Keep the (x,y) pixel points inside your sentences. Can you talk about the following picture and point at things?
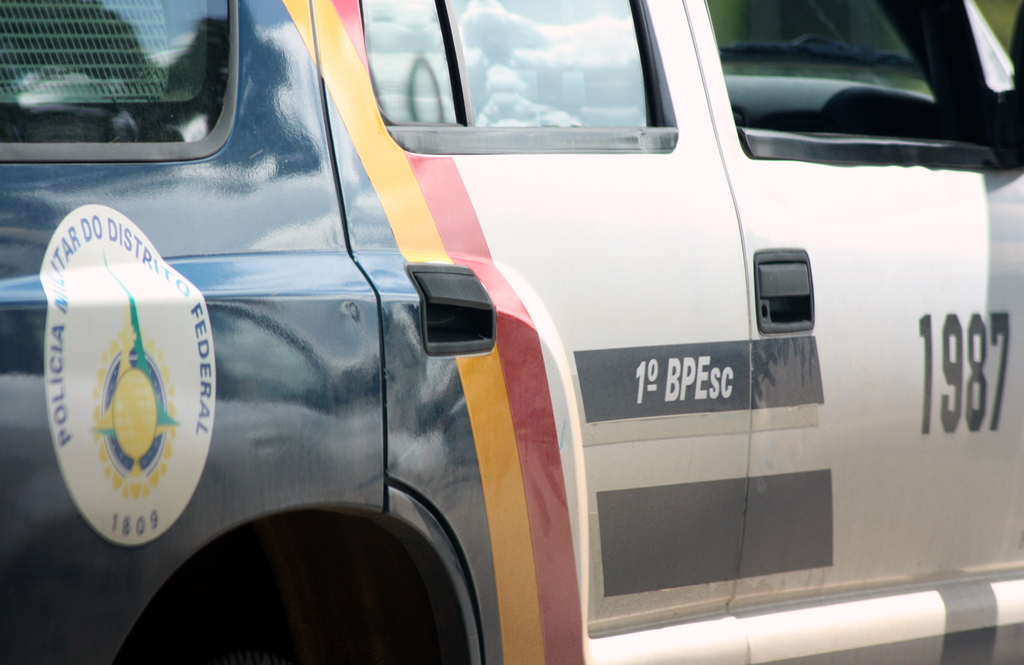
This looks like a car (321,314) with a logo (132,387) and letters (955,391) painted on it. These are the car doors (573,369) with the door handles (765,301). I can see the windows (165,87) with the glass doors (383,55).
